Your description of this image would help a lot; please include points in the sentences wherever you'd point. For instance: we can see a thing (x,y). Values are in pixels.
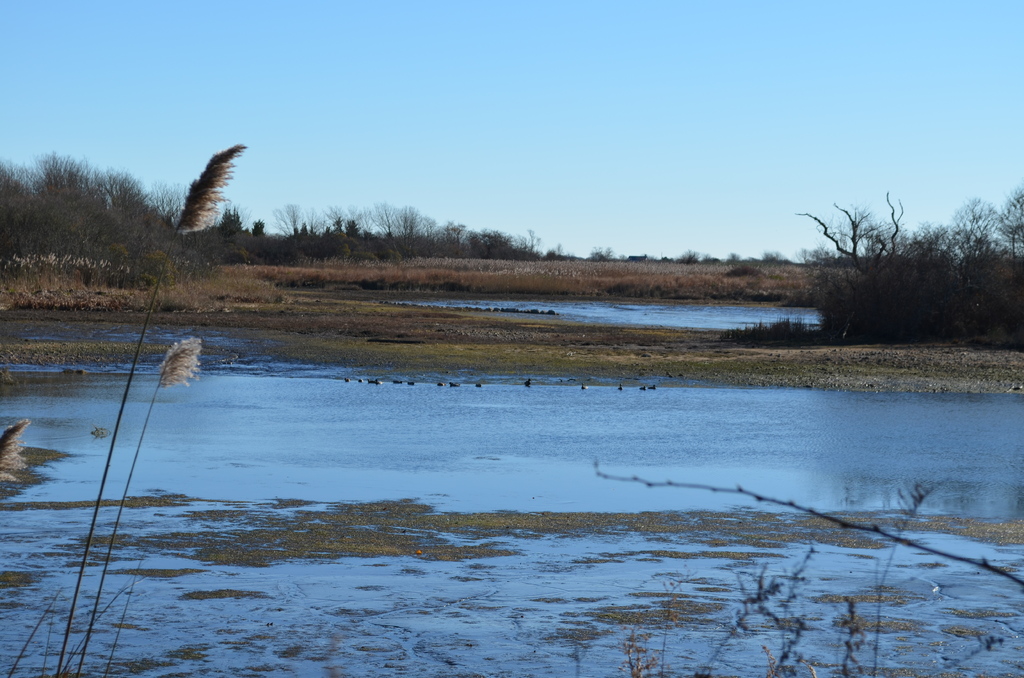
In this image in front (665,408) there is water (648,437). At the bottom (356,513) there is grass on the surface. In the background (127,212) there are trees (170,198) and sky (548,84).
